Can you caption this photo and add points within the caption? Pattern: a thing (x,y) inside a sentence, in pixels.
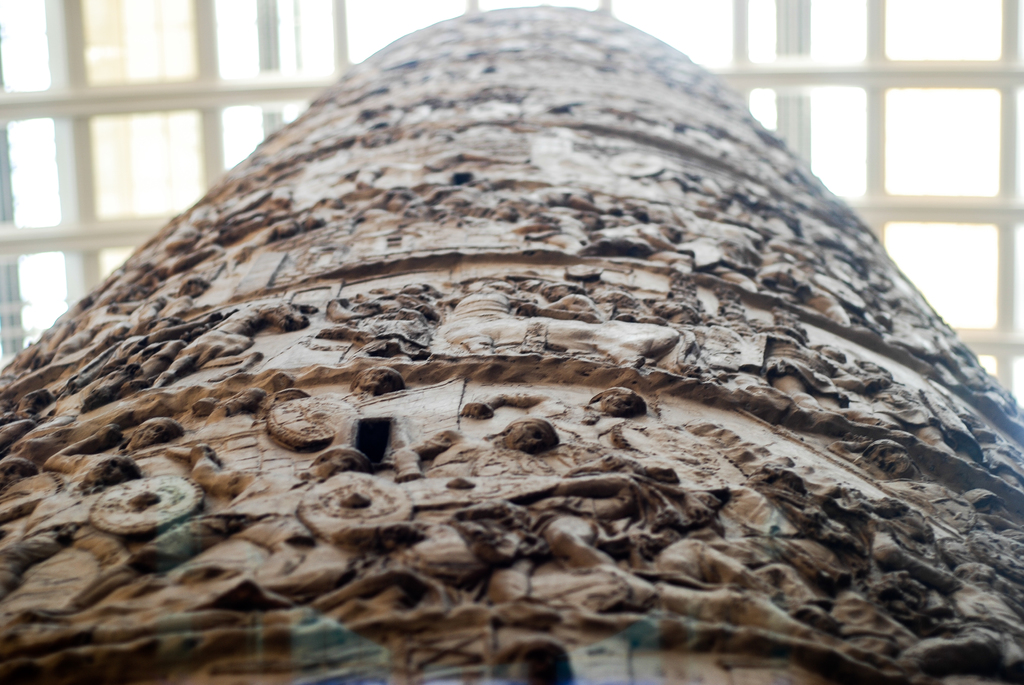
Here we can see stone carving (567,312). In the background (162,57) there is a grill (964,62).
